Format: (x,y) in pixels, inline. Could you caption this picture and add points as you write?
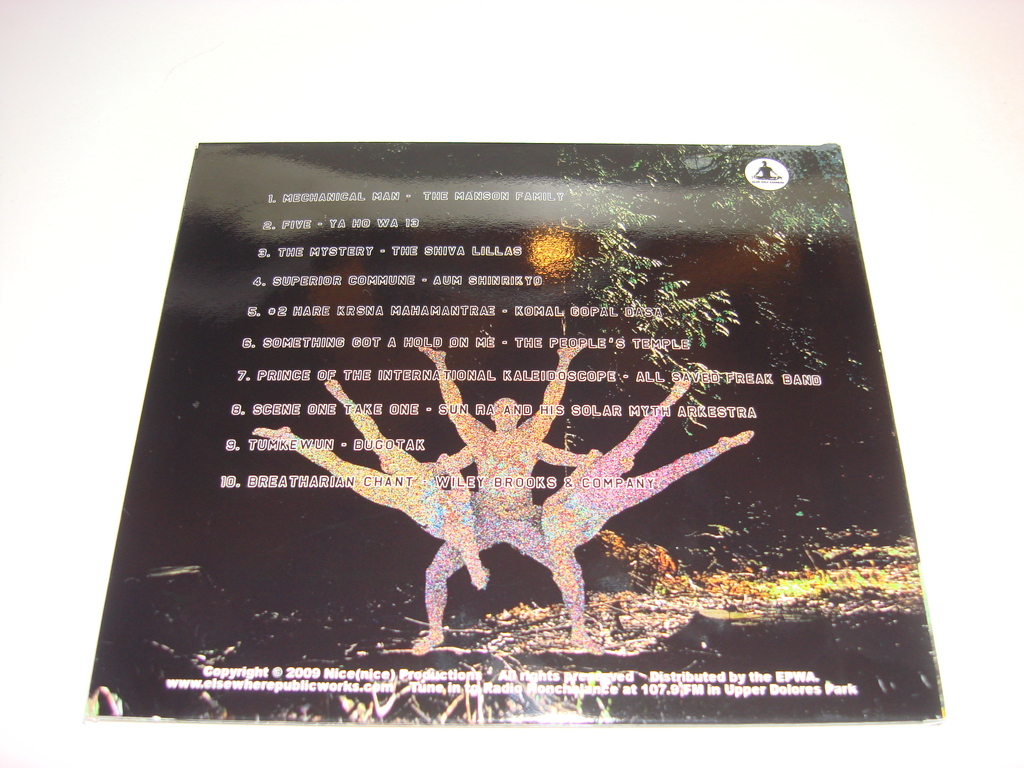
In this image we can see that it looks like a poster (583,449). In this poster (481,490) we can see pictures (415,483), text (399,482) and logo (764,161). In the background of the image (6,131) there is a white surface (397,742).
